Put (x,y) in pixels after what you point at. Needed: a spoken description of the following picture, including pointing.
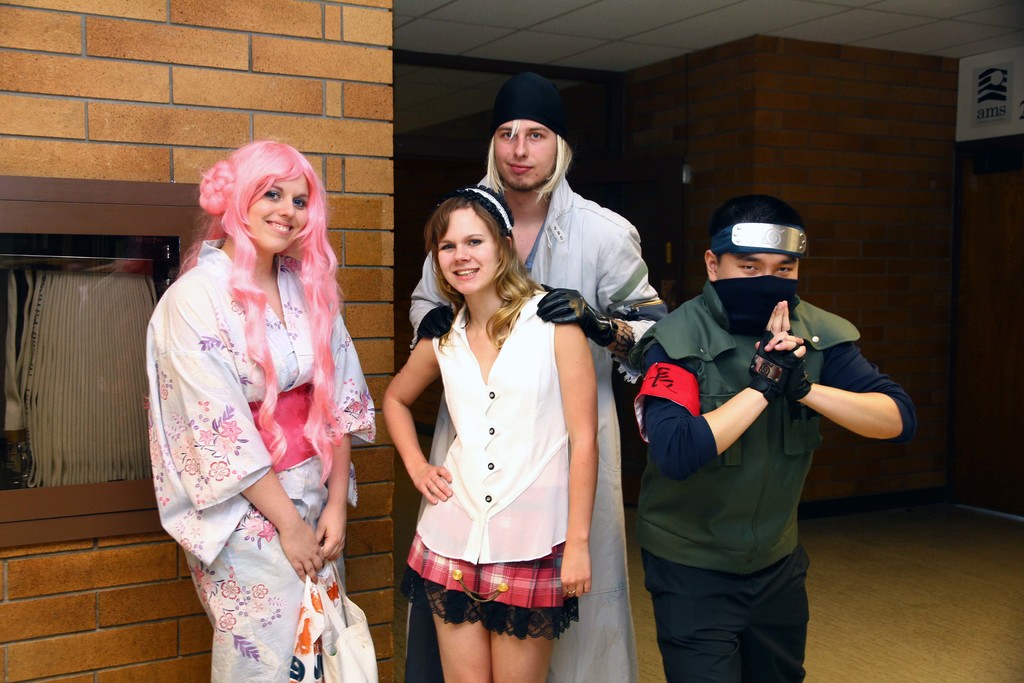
In the foreground of this picture (466,481), there are two men (601,435) and two woman (487,486) standing and having smile on their faces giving pose to a camera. In the background (629,88), there is a brown wall (677,132).
